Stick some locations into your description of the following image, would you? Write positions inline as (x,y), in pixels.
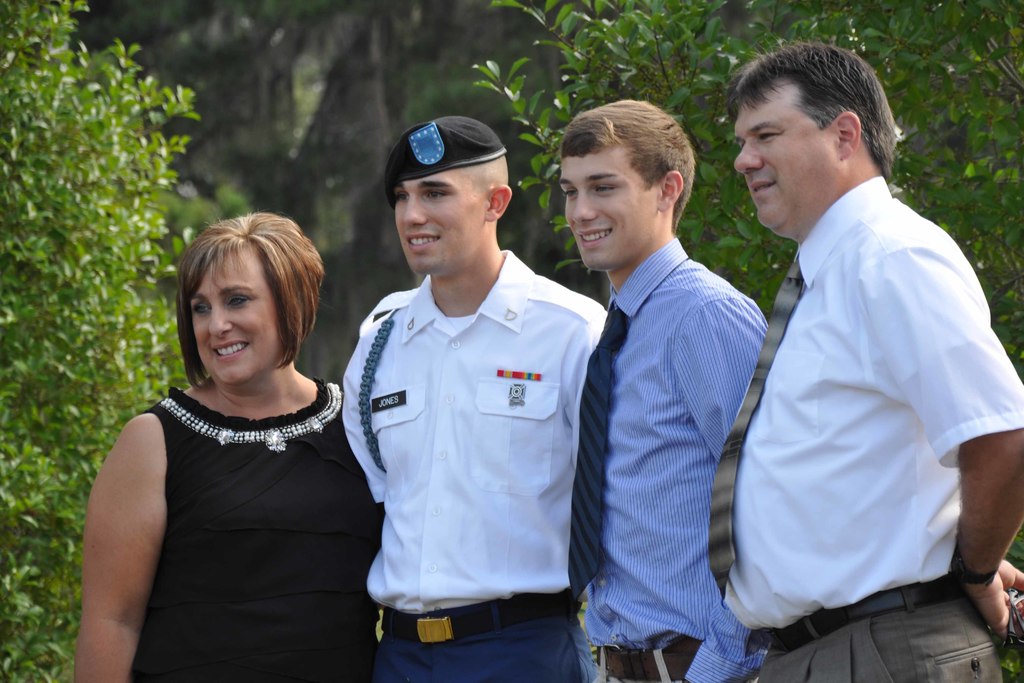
In this image I can see four persons (286,408) standing. In front (475,417) the person (503,381) is wearing white and blue color dress (476,594). In the background (60,178) I can see few trees (642,43) in green color.
